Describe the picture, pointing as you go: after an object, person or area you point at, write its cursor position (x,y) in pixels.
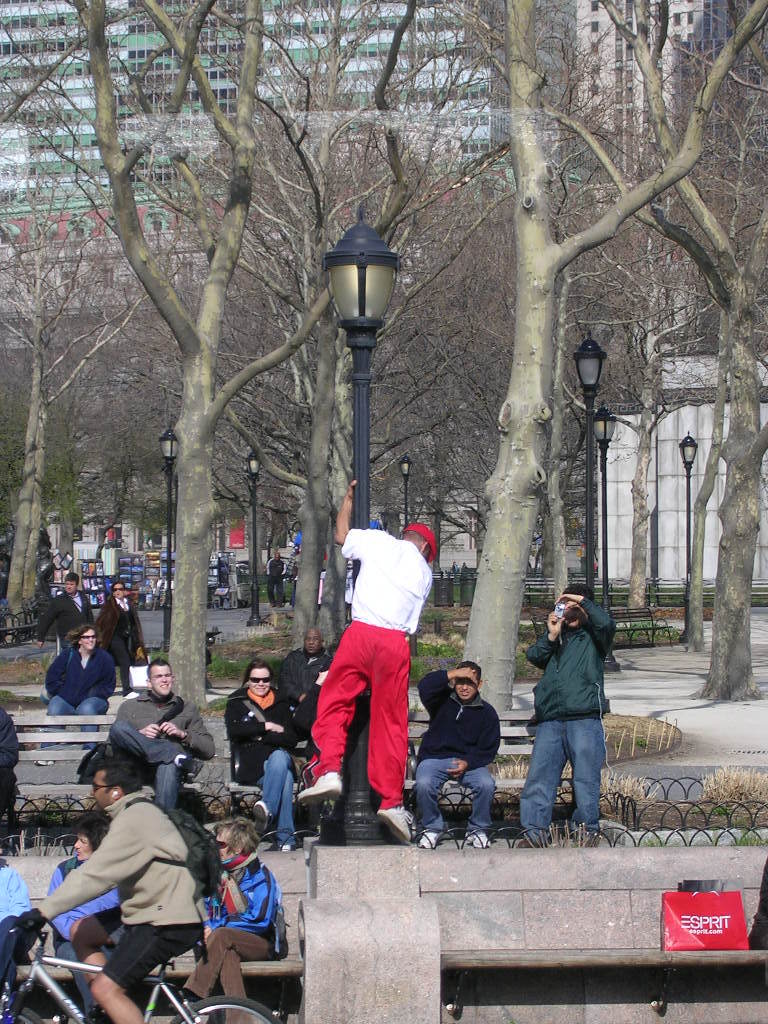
The picture is taken on a road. On the left bottom (194,944) a person (194,934) is riding bicycle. He is carrying a bag (197,861). On the bench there are few people (245,923) sitting on it beside the road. A person (321,775) is holding a street lamp (376,316). In the background (192,187) there are trees (187,509), buildings (180,284), and few other things (144,580).
